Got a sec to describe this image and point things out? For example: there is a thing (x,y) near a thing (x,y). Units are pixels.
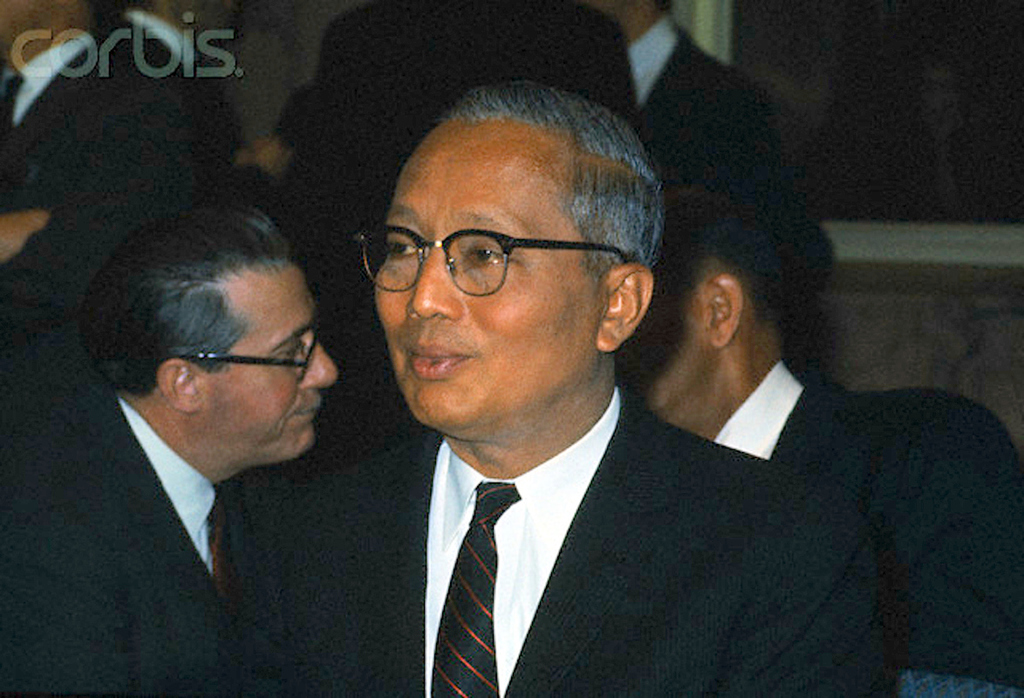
In this image we can see many people (489,397). There is a watermark (184,50) at the top left of the image (135,52). There is a window (962,175) at the right side of the image (972,235).
